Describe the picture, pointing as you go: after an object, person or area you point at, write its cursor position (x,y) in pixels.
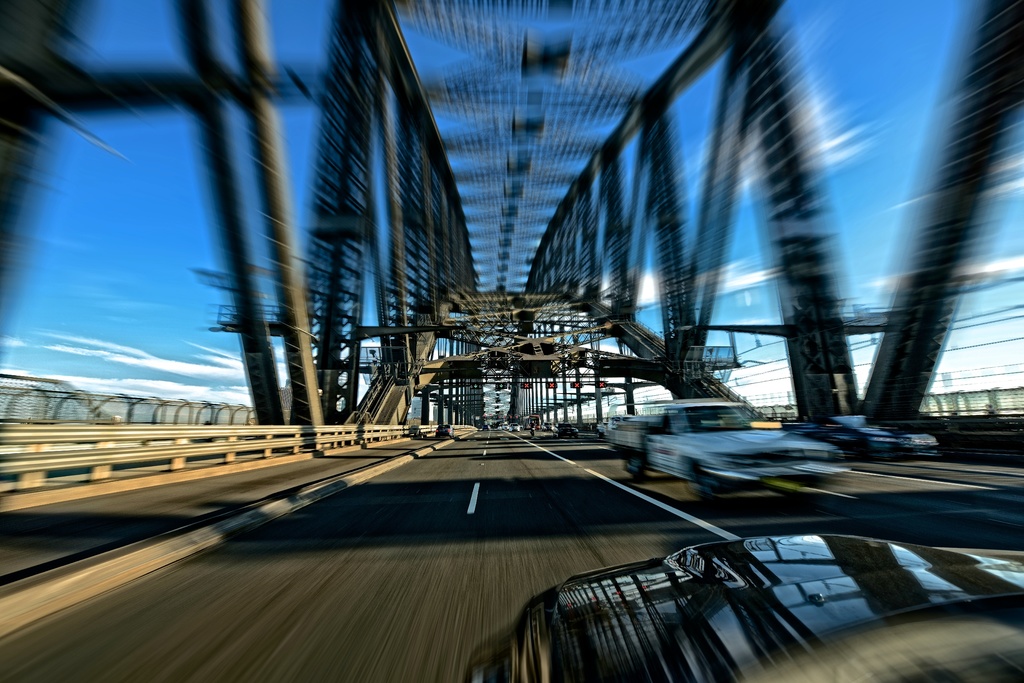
As we can see in the image there are poles (825,259), vehicles (636,664), fence (169,408), sky (118,197) and clouds (201,375). The image is little blurred.
